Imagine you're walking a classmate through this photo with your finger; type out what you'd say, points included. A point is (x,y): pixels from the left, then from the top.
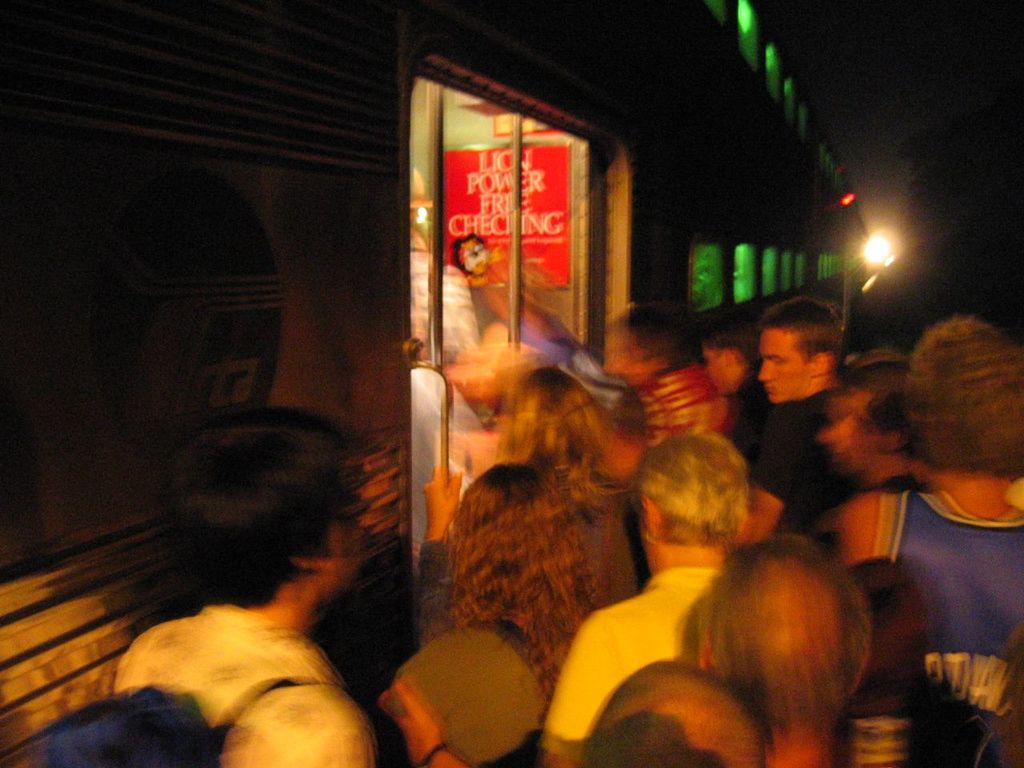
In this image we can see people (552,629), vehicle (218,51), poster (530,246), and a light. There is a dark background (924,14).
